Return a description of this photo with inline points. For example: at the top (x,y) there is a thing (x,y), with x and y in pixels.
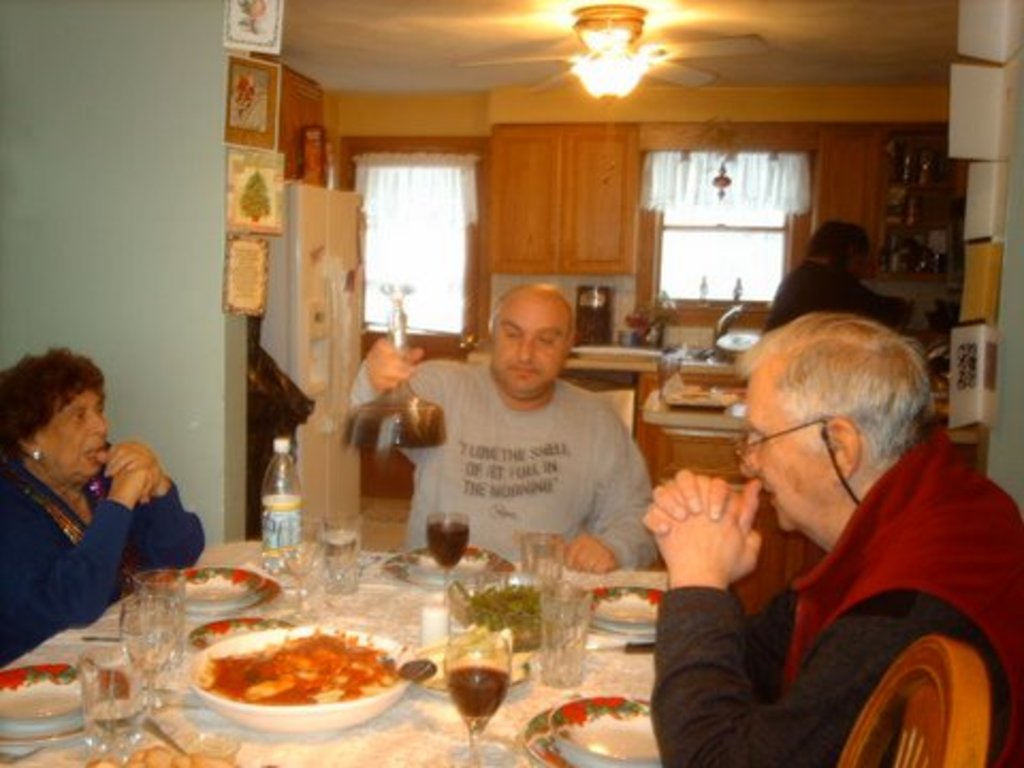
In this image there are three people (589,400) sitting around the table (370,563) in which one of them holds an object (431,433), on the table (209,725) there are bowls (267,706) with food items (276,679), glasses (351,569) with some drink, a bottle (264,539) and some other objects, there is a person (786,304) in the kitchen room (748,333), there are few objects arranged on the shelves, a cupboard (539,154), few frames (256,112) attached to the wall (238,427) and a light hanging from the roof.
